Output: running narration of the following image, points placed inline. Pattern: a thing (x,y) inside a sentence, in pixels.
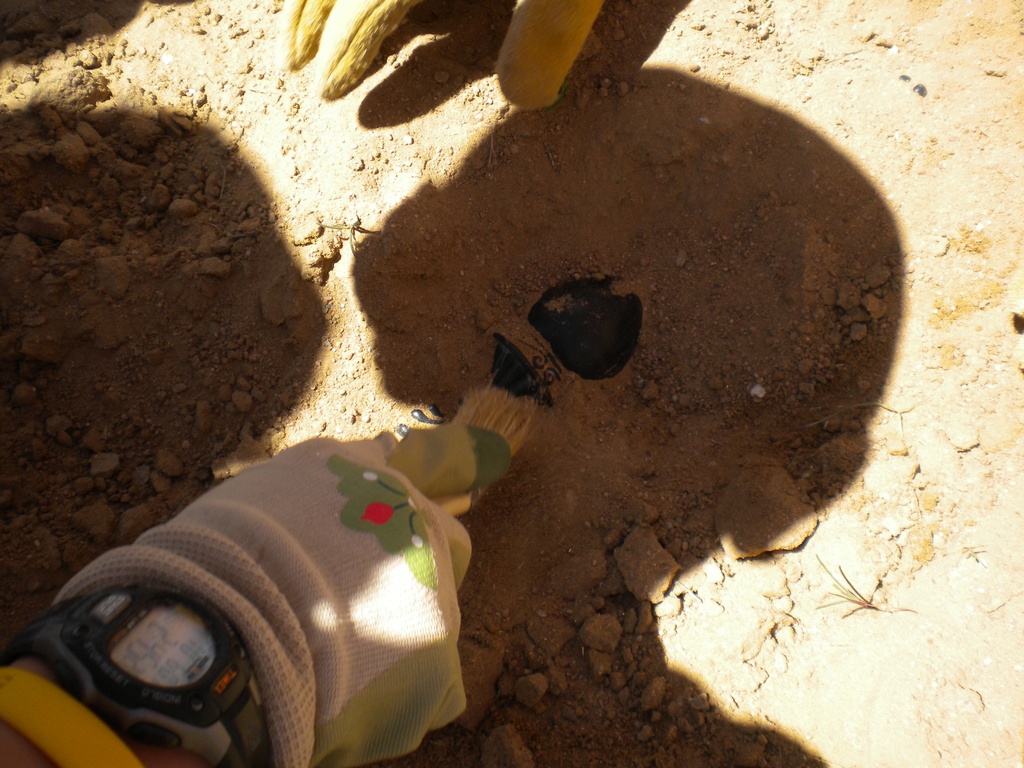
Here I can see a person's hands (342,95) wearing gloves (352,587) and holding a brush (487,417). I can see a watch (162,689) to the hand (29,742). At the bottom of the image (770,655) I can see the mud (778,341).
